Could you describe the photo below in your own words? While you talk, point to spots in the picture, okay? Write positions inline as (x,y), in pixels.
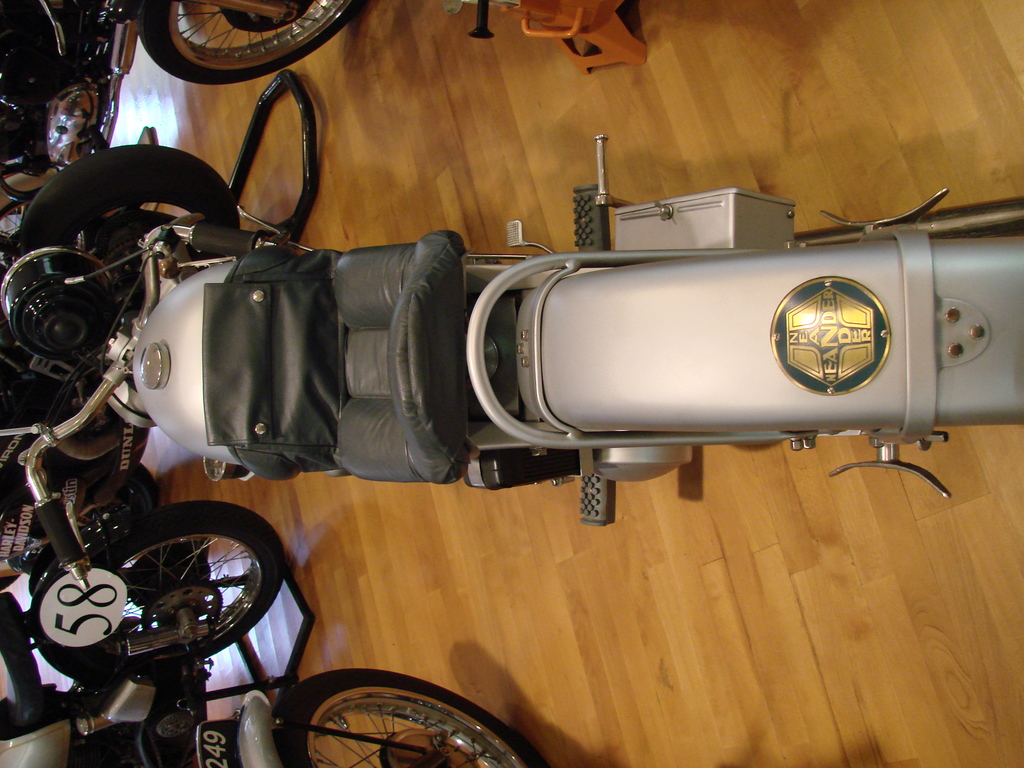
In this image there are bikes (376,436). At the top of the image (598,32) there is an object (574,43) which is black and orange in colour. On the left side of the image (97,605) there is some text (23,543) and there are numbers (79,605) which are visible.
